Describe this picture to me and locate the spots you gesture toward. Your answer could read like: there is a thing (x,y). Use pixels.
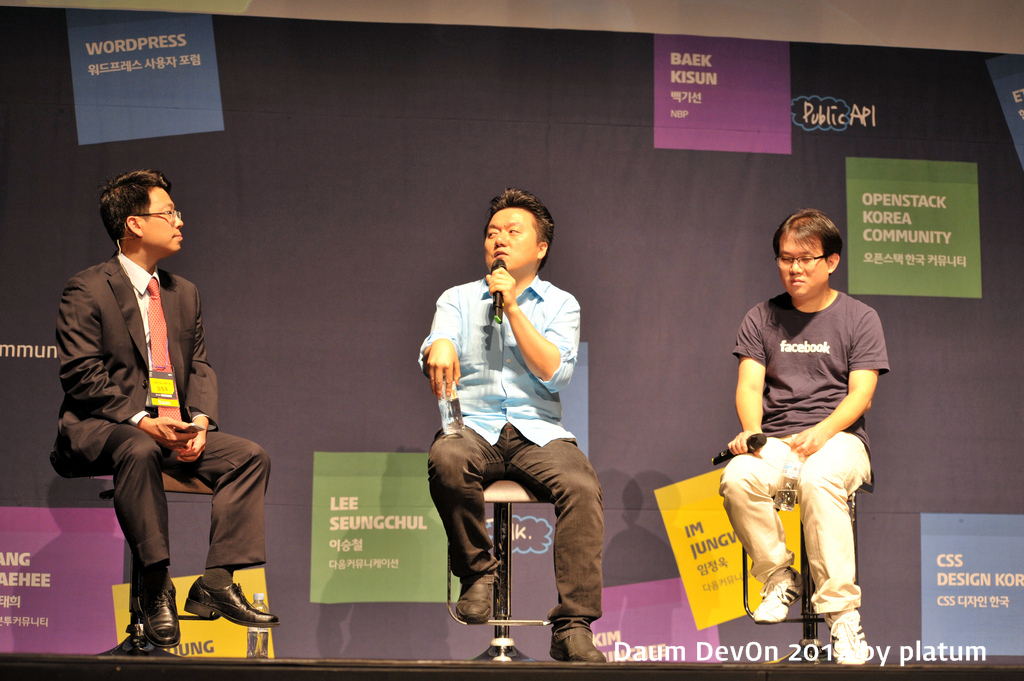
In the center of the picture (469,350) there are three men (565,354) sitting in chairs (84,477). In the center (448,339), the person (461,512) is holding a bottle (452,398) and a mic (498,310). In the background (29,267) there is a banner (465,153). At the bottom (617,654) there is text (626,644).
